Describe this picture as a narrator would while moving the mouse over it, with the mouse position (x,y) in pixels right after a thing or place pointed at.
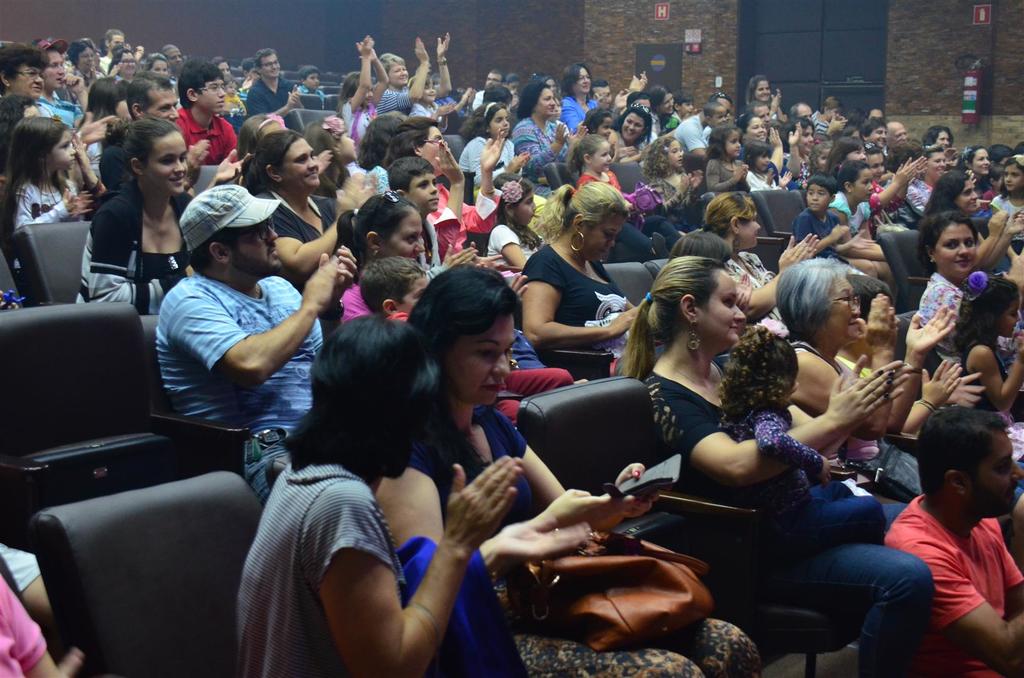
In this image, we can see a group of people (374,597) are sitting on a chair (660,494) and smiling. Few (890,343) are holding some objects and wearing glasses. Here a person (208,287) is wearing a cap (241,220). Few (286,261) are clapping their hands (878,324). Top of the image (612,62), we can see wall (612,38), sign boards (693,31), fire extinguisher (968,92).
